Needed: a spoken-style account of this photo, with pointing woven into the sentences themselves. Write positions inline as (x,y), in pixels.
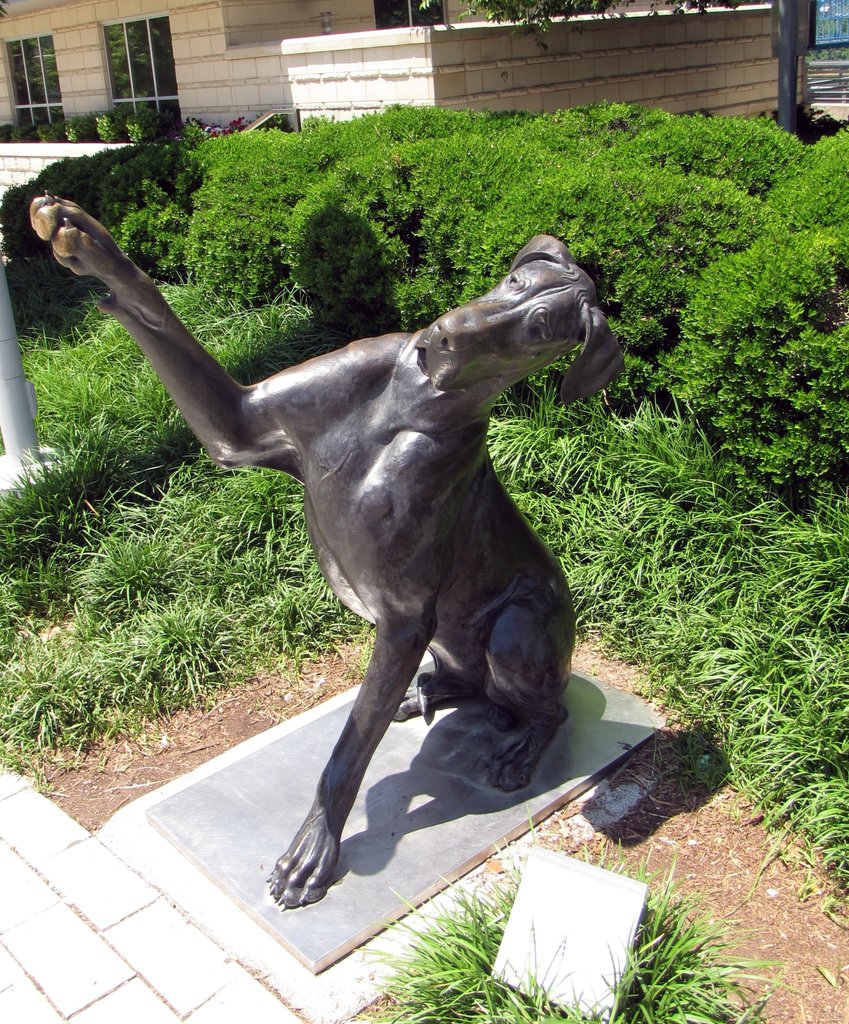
In this picture we can see the statue (375,541) of an animal (397,513). Behind the statue (344,469) there are plants (32,278), poles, wall (197,54) and it is looking like a house (216,43).
